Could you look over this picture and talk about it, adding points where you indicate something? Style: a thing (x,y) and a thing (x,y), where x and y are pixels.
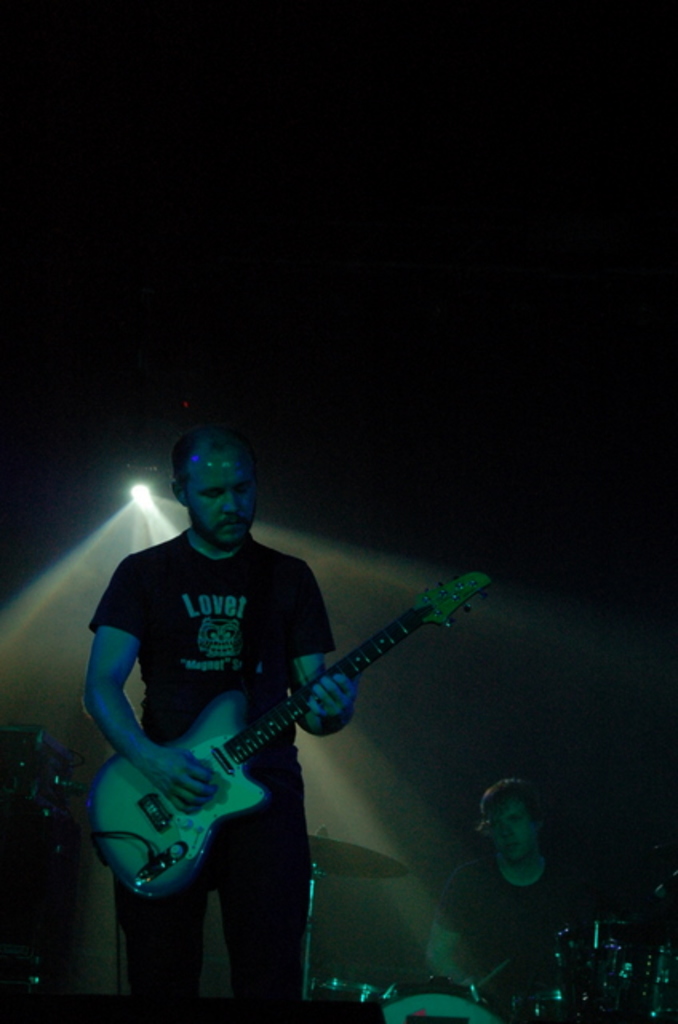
The person (230,625) wearing black shirt (234,681) is playing guitar (232,735) and there is other person (488,792) behind him is playing drums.
